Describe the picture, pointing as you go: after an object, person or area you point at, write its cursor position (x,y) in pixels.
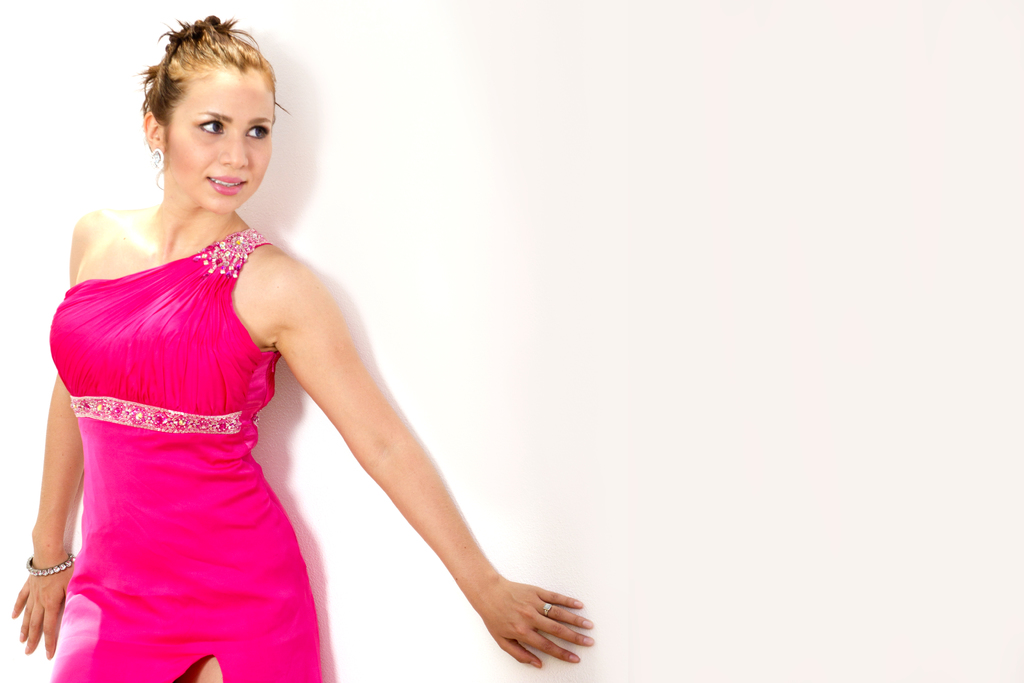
In this image on the left hand side (245,202) we can see a woman (565,639) standing and we can also see a white background (547,417).
